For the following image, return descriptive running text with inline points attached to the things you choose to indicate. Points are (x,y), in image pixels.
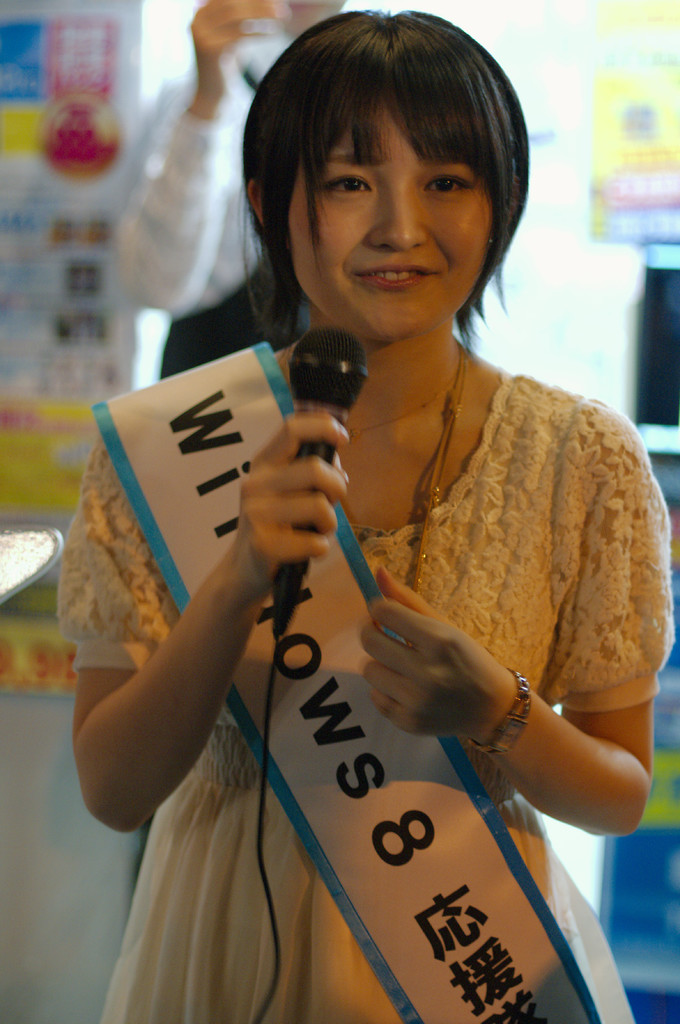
Here we can see a woman (134,819) standing with a microphone (303,524) in her hand (341,480).
